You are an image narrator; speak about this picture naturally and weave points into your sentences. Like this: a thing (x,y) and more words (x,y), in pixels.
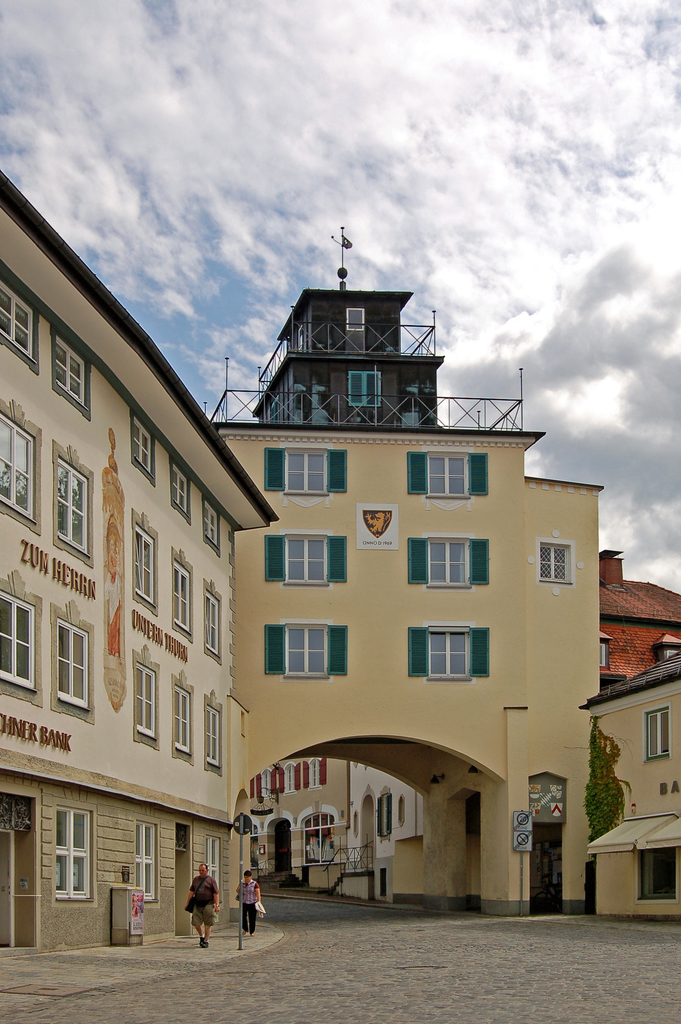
In this image I can see on the left side (202,947) two persons (206,870) are walking on the footpath (218,939). In the middle (412,509) there are buildings (485,685), at the top (450,111) it is the cloudy sky (325,269).
